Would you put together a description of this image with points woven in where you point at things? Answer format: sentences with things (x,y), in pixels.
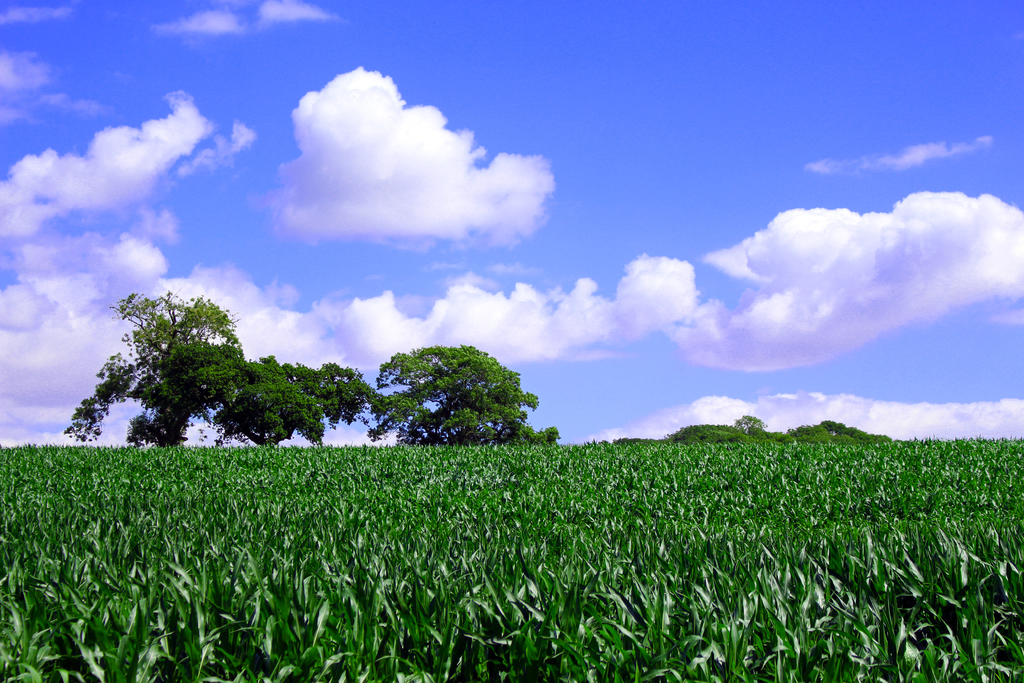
In this image there are plants (526,508), in the background (788,430) there are trees (496,408) and the sky (143,279).
